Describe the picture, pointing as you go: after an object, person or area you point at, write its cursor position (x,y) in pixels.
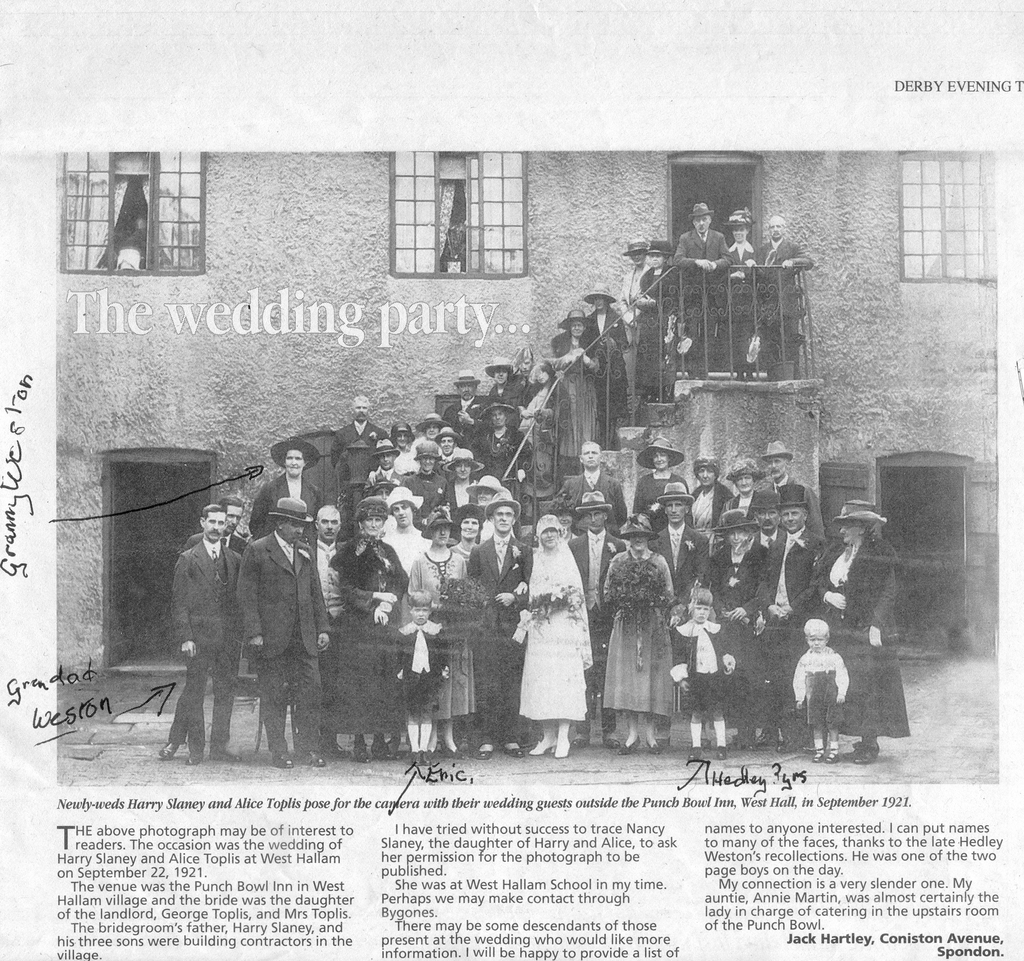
In the image we can see there is a poster (414,593) and people (490,651) are standing and behind there is a building (604,260). There are stairs (738,434) attached to the building (708,425) and there are people (578,429) standing on the stairs (593,351). There are windows (954,208) on the building (683,197) and there are names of the people (675,641) marked with an arrow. There is matter (201,913) written on the poster (599,950) and the image is in black and white colour.
